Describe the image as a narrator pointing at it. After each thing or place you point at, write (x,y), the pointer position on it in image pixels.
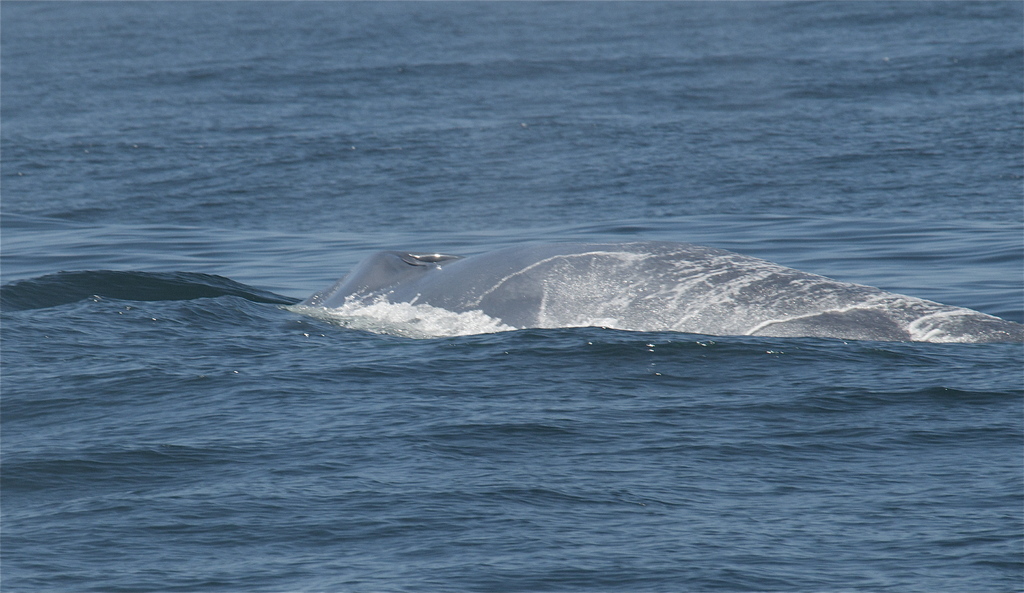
In this image there is an ocean (196,373), in that ocean (745,426) there is one whale (602,312).
